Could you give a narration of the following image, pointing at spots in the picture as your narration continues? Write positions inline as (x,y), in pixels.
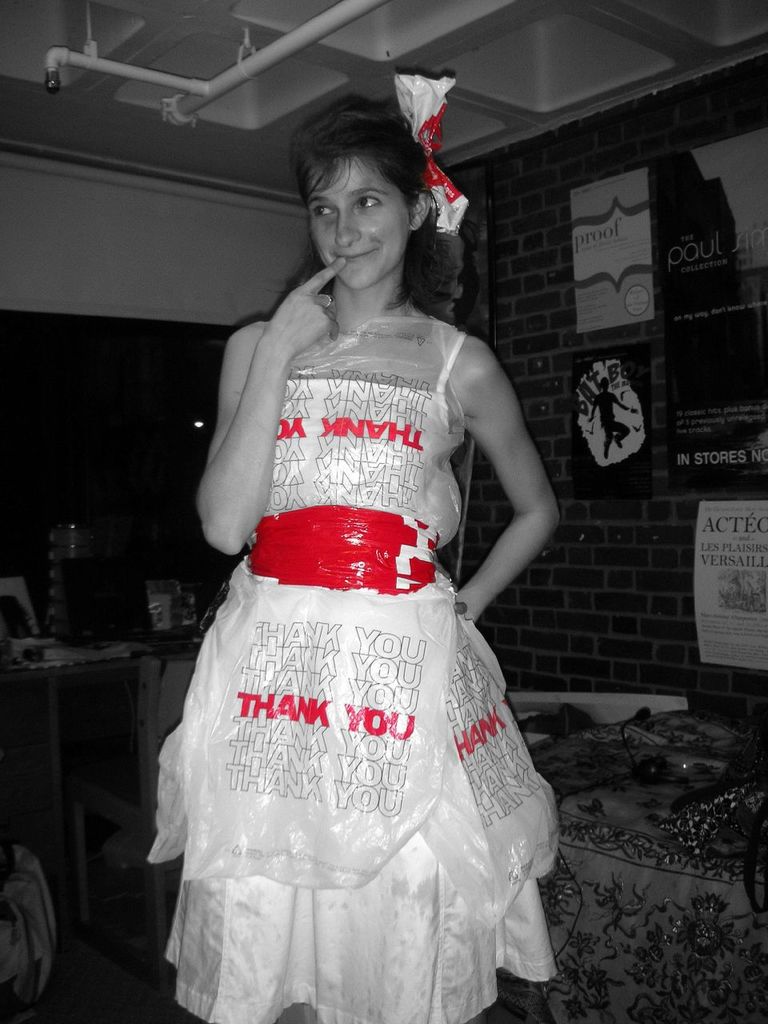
In this image we can see a woman (395,626) smiling and standing on the floor (120,962). In the background (467,499) we can see wall hangings (593,362) attached to the wall (572,517), pipelines (252,56) and some objects (158,622) on the tables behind the woman (311,652).
